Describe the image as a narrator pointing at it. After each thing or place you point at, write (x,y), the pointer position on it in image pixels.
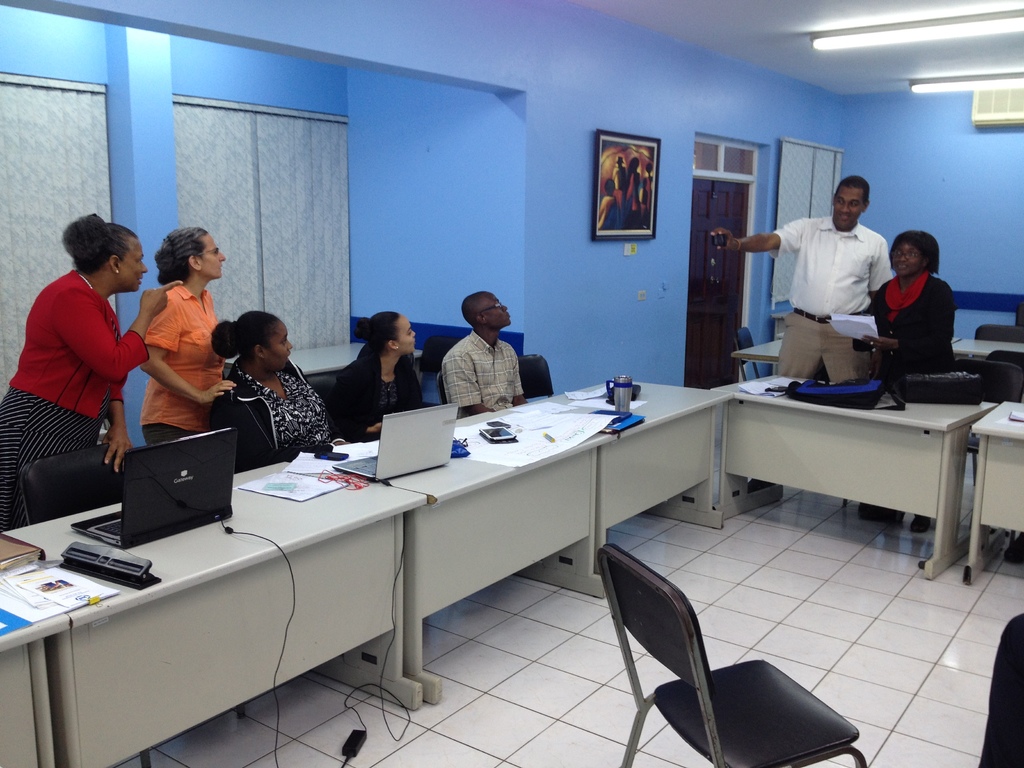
there is black color chair (742,715) in the front (737,705). behind that there are tables (183,556) on which laptops (202,488), few papers (332,466) are present. behind the tables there are people (261,377). behind the people (368,389) there are curtains (242,194). at the right (688,77) there is wall (574,253) on which a photo frame (624,193) is hanged and at the right (808,302) 2 persons (835,331) are standing.
